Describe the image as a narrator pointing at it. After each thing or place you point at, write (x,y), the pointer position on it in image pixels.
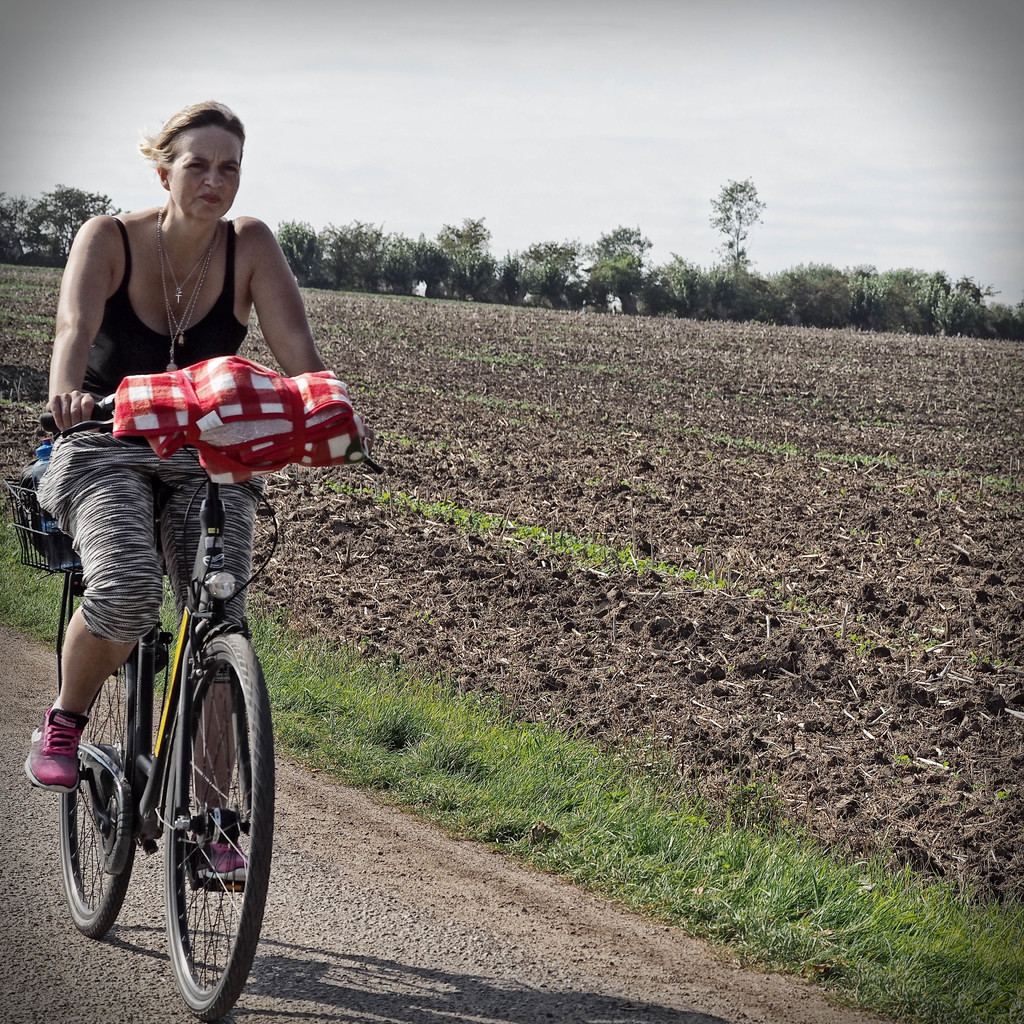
In this image, woman (227,536) is riding a bicycle (138,681). There is a cloth (261,438) on it. The back side, there is a basket (31,518). In that basket (36,502), we can see a bottle (45,460). Here we can see a farm land (709,618), here grass (645,804). The bottom, we can see a road (398,945). The background (610,201), few plants (810,307) we can see and sky (618,211).
